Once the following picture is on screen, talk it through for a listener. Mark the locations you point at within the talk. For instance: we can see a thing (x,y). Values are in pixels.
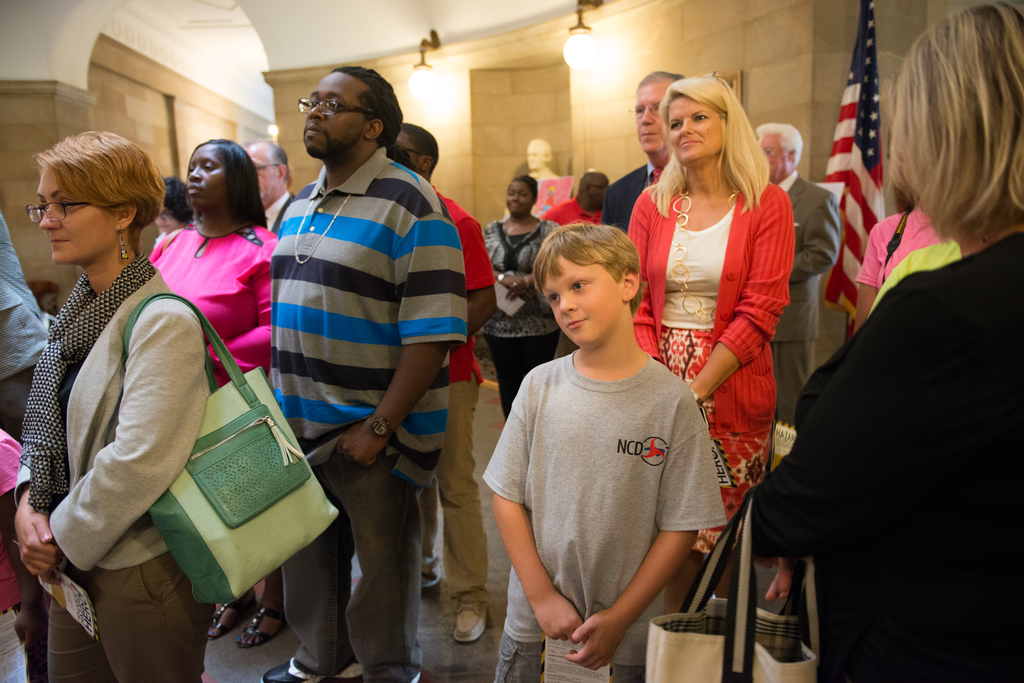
In this image there are people (530,272), flag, lights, statue (534,163), walls (398,68) and objects (739,83). Among them few people (612,613) are holding objects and two people (100,266) were wearing bags (711,576).
